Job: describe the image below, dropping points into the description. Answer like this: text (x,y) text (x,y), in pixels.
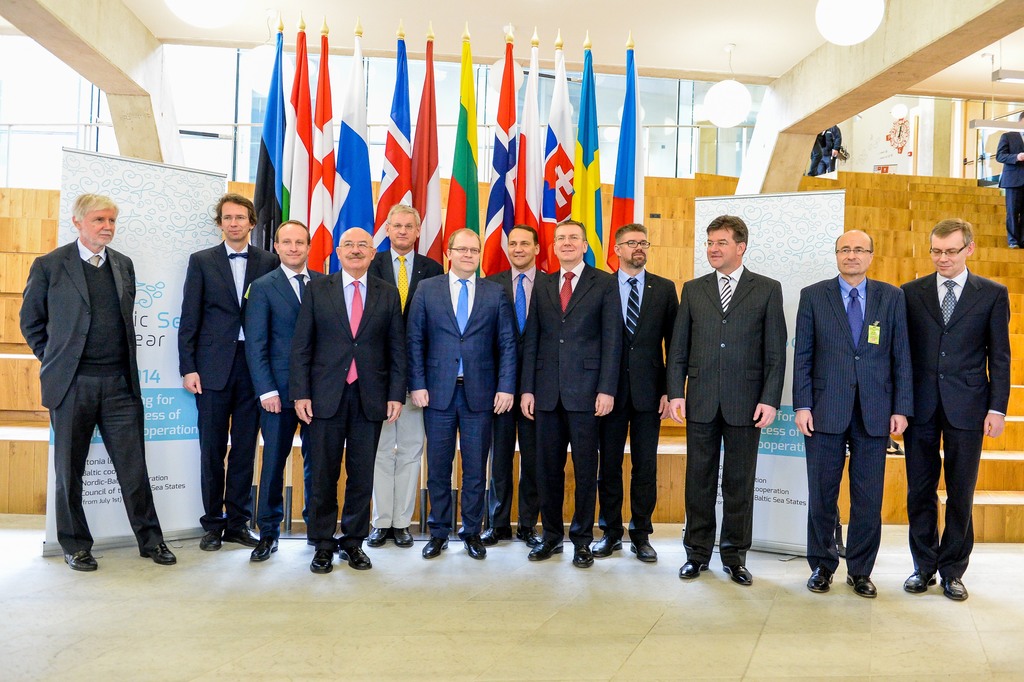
In this image we can see a group of people (644,411) are standing. There are many flags (548,136) behind the group of people (468,409). There some lamps (851,18) are hanged to a roof (796,40).
